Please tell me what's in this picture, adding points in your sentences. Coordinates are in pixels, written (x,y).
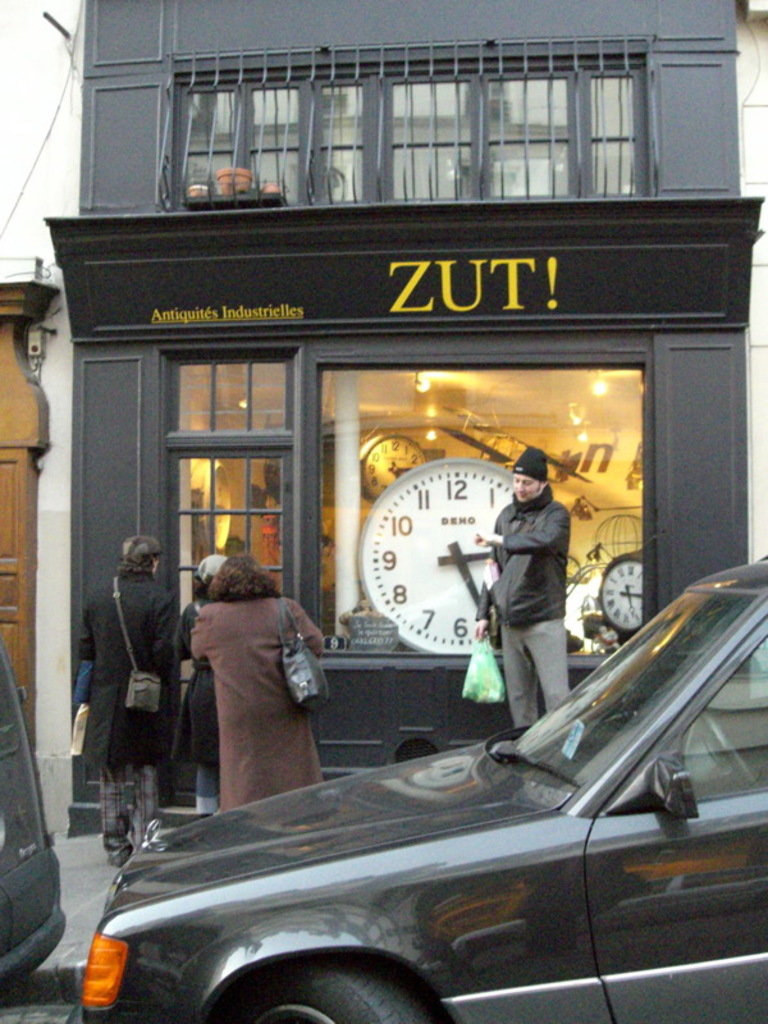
On the right side (624,858) there is a car (626,850) parked, in the middle (459,434) there is a watch store (426,539), few persons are standing and looking at this store (334,452).
